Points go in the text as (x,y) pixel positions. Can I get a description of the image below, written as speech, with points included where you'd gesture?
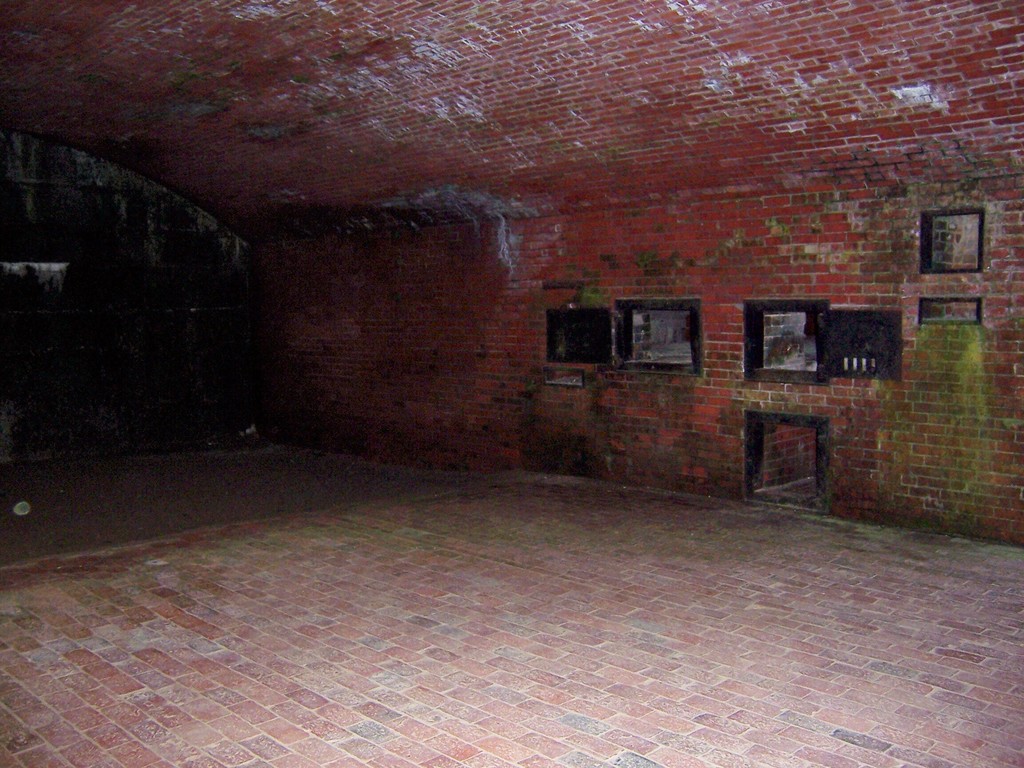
In this picture we can see the floor (471,532), some objects (961,312) on the wall (903,328), roof (329,103) and in the background (60,349) it is dark.
